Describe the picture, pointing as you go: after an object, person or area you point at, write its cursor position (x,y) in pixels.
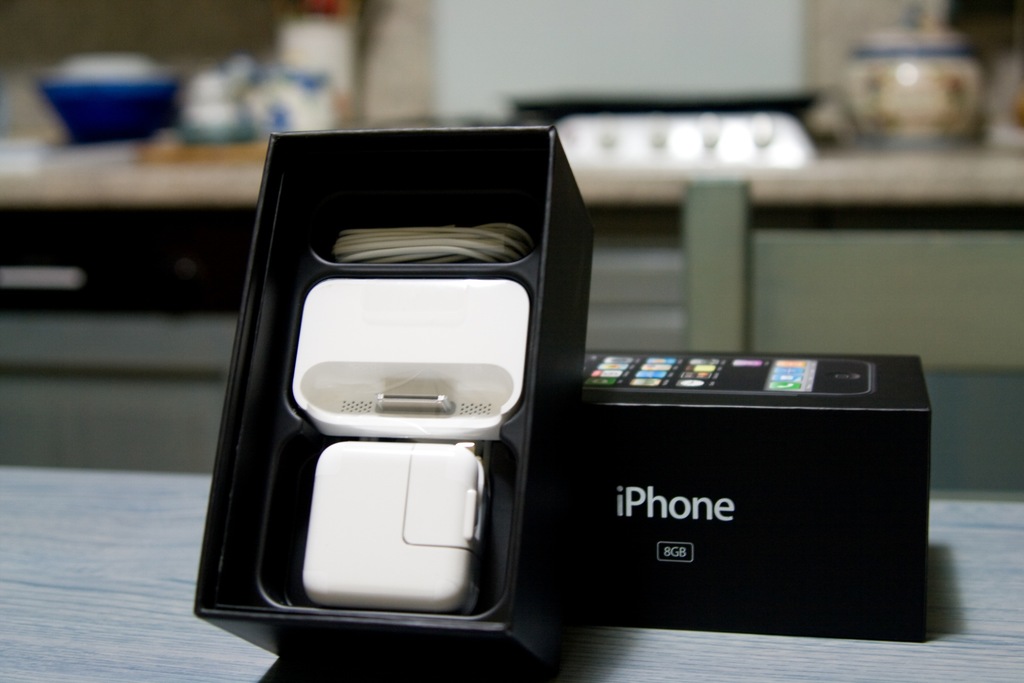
This picture seems to be clicked inside the room (64,264). In the foreground (613,596) we can see the boxes (743,446) and we can see the cable (420,234) and some other objects (426,525) seems to be placed on the top of the table (729,667). In the background (929,65) we can see the glass jar (852,96), stove (703,127) and some other objects (217,101) seems to be placed on the top of the kitchen platform (970,164) and we can see some other objects (99,221) in the background (608,278).
